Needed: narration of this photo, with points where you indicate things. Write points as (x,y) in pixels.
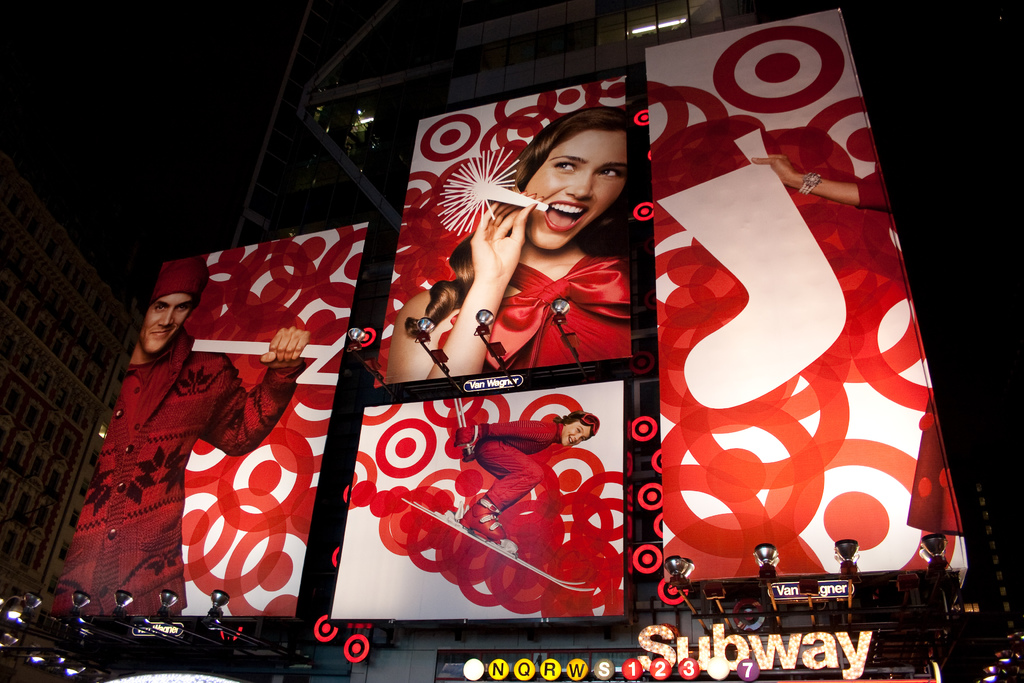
In this image in front (587,101) there are hoardings (616,194). There are numbers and letters (756,654) on the metal rod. In the background of the image (17,399) there are buildings (308,97). On the left side of the image (2,644) there are focus lamps (10,614).
